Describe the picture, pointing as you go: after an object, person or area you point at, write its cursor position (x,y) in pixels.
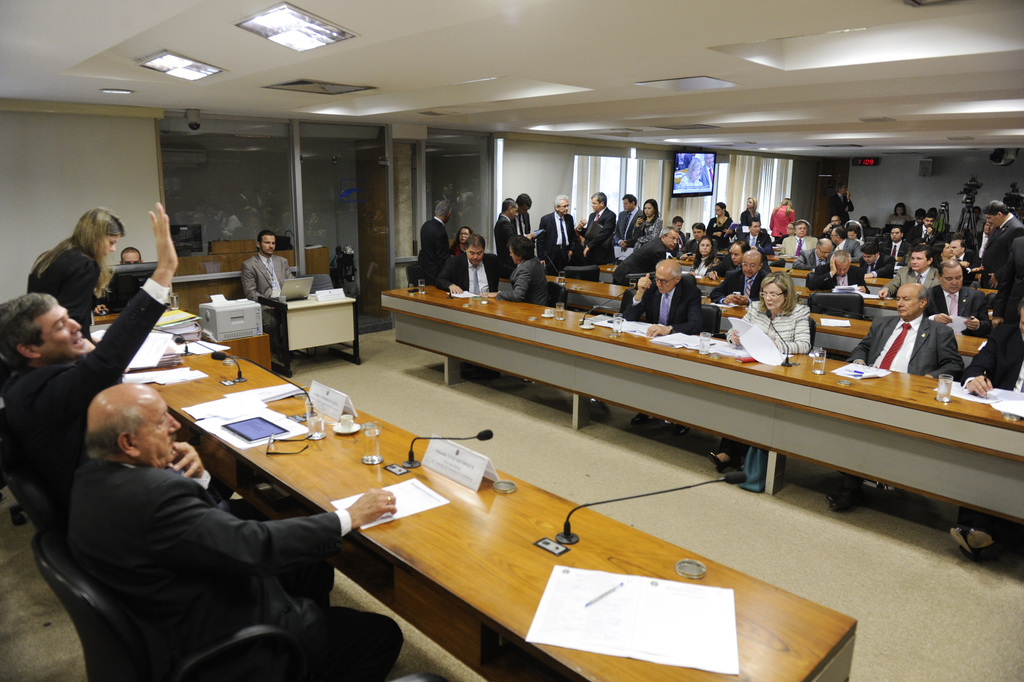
In this image I can see five people (142,536) are sitting in-front of the table (499,652) and to the left (319,549). To the right (795,323) there are group of people (737,302) sitting and few (600,220) are standing. On the table (350,443) there are papers (568,601), glass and the boards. In the back (697,194) there is a screen (673,176).
